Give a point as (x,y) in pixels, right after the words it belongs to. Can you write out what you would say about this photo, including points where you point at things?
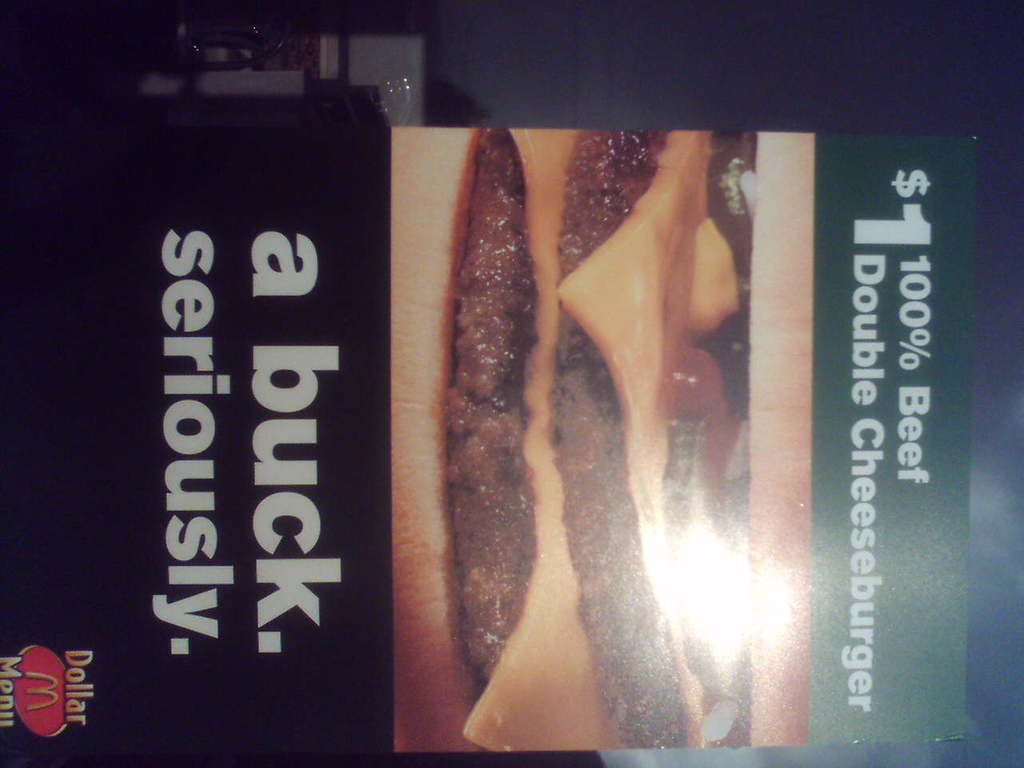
In this picture we can observe a burger (470,325) on the board (388,163). We can observe green and black color board (136,680). There are white color words (285,269) on the board (870,348). In the background (704,79) there is a dark surface (621,89).
